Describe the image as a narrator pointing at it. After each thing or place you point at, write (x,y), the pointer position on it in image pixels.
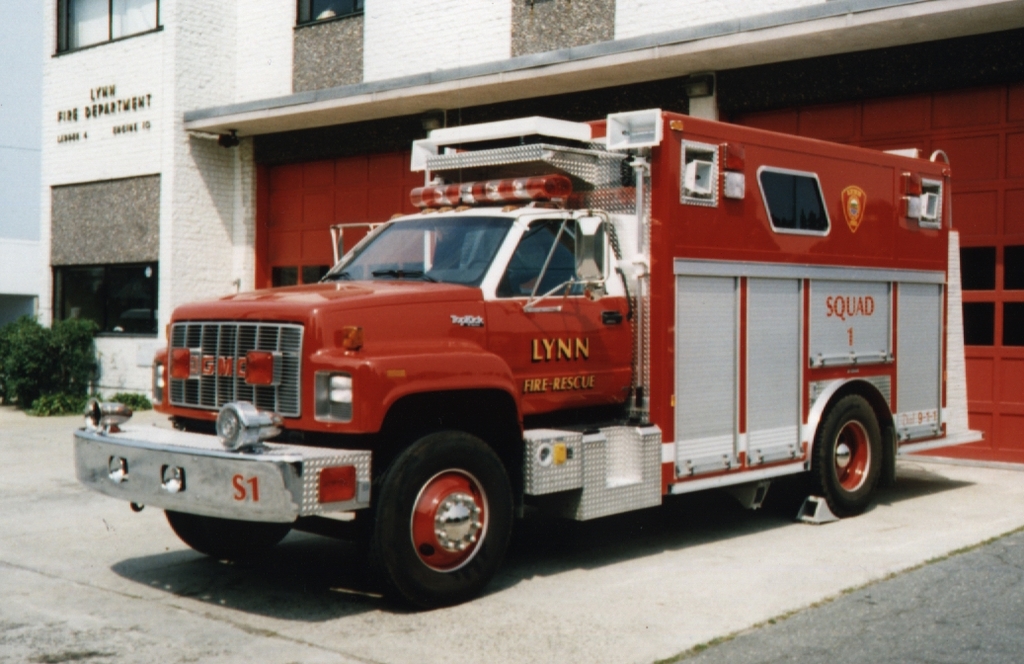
In this picture we can see a vehicle (470,507) on the path (326,618) and behind the vehicle (390,393) there is a building (178,177) and a name board (116,137) on it. In front of the building (155,325) there is a plant (50,351).
